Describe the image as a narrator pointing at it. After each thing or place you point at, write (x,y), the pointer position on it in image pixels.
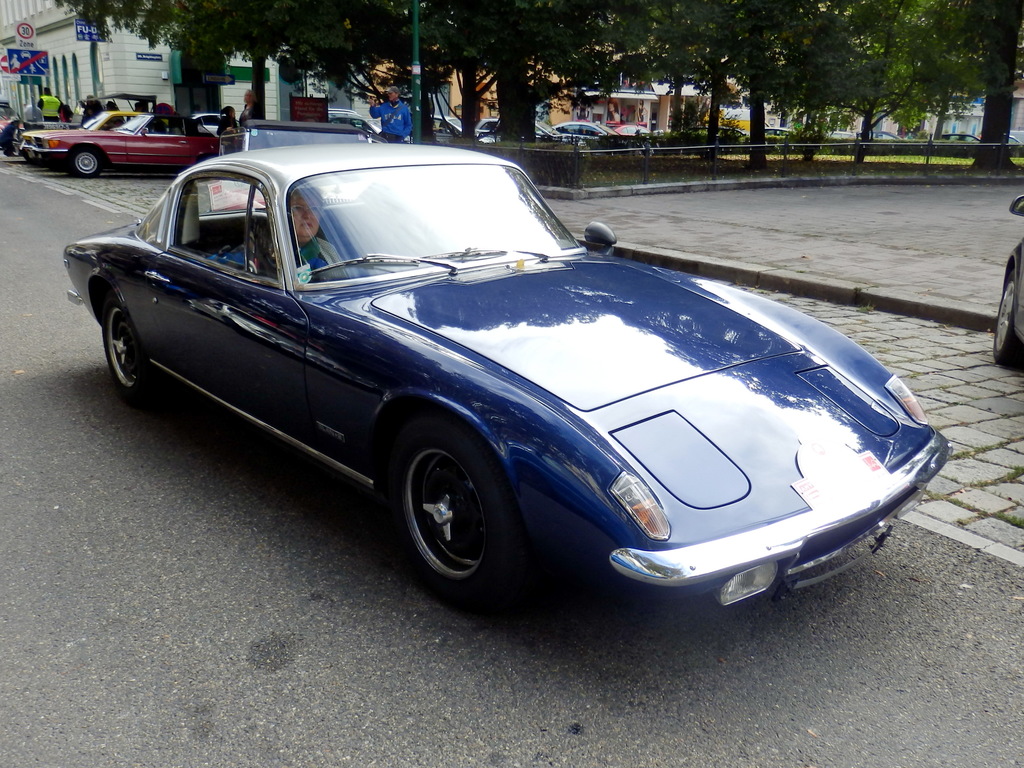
In the image there is a blue car (731,458) with a lady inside it on the road (319,561), behind it there are few other cars (347,119) on the footpath (124,188) under the trees (520,94) followed by buildings (76,66) in the background (92,71).
